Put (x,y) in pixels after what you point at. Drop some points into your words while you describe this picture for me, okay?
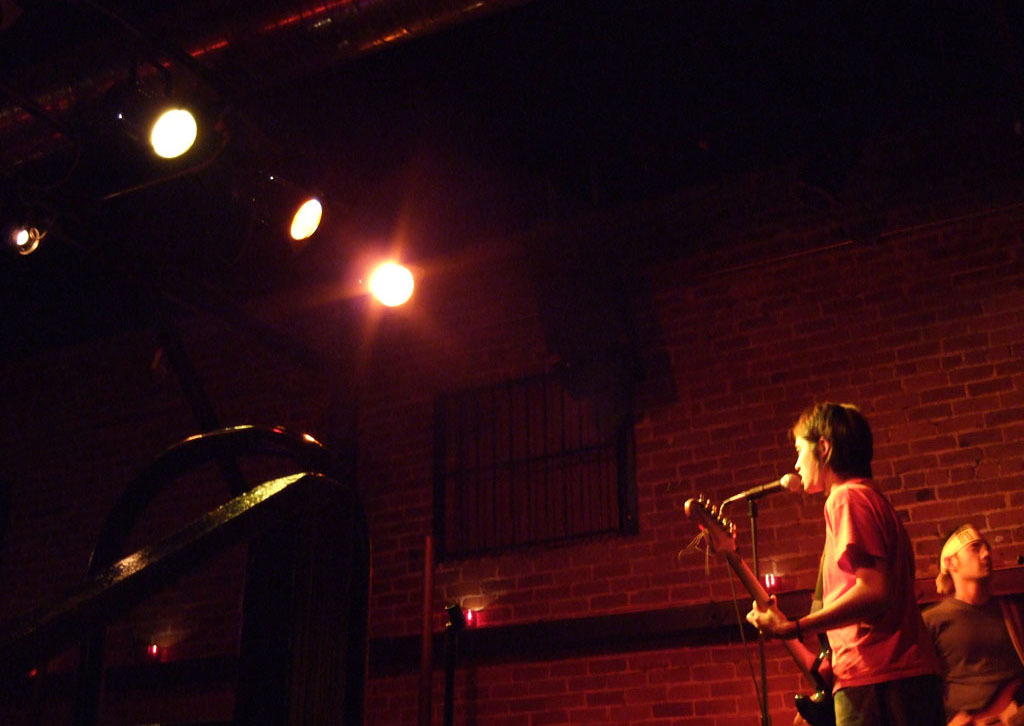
In this image on the right (825,482), there is a man (859,528), he wears a t shirt (878,558), trouser (869,695), he is playing guitar (816,703), in front of him there is a mic (786,477) and there is a man (967,629), he wears a t shirt (975,644), guitar (999,699). In the middle (350,434) there are lights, window (519,462), wall (557,563) and roof (268,38).
